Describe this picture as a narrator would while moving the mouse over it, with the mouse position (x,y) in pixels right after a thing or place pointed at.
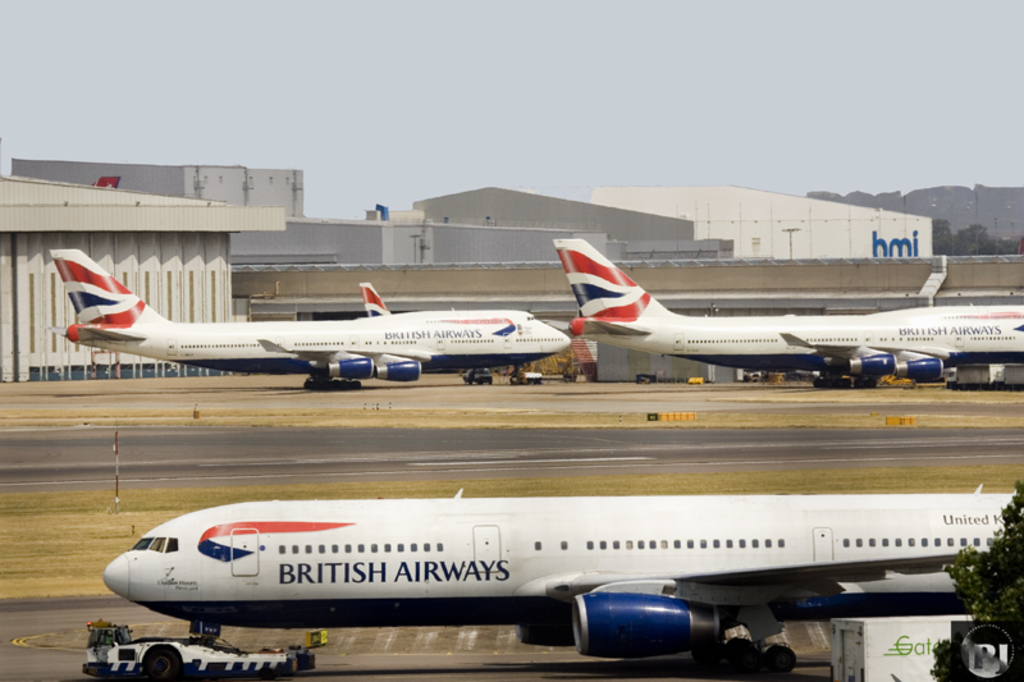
In this image I can see aeroplanes (535,616). There are trees (949,234), buildings (417,217) and in the background (542,90) there is sky (376,51).
